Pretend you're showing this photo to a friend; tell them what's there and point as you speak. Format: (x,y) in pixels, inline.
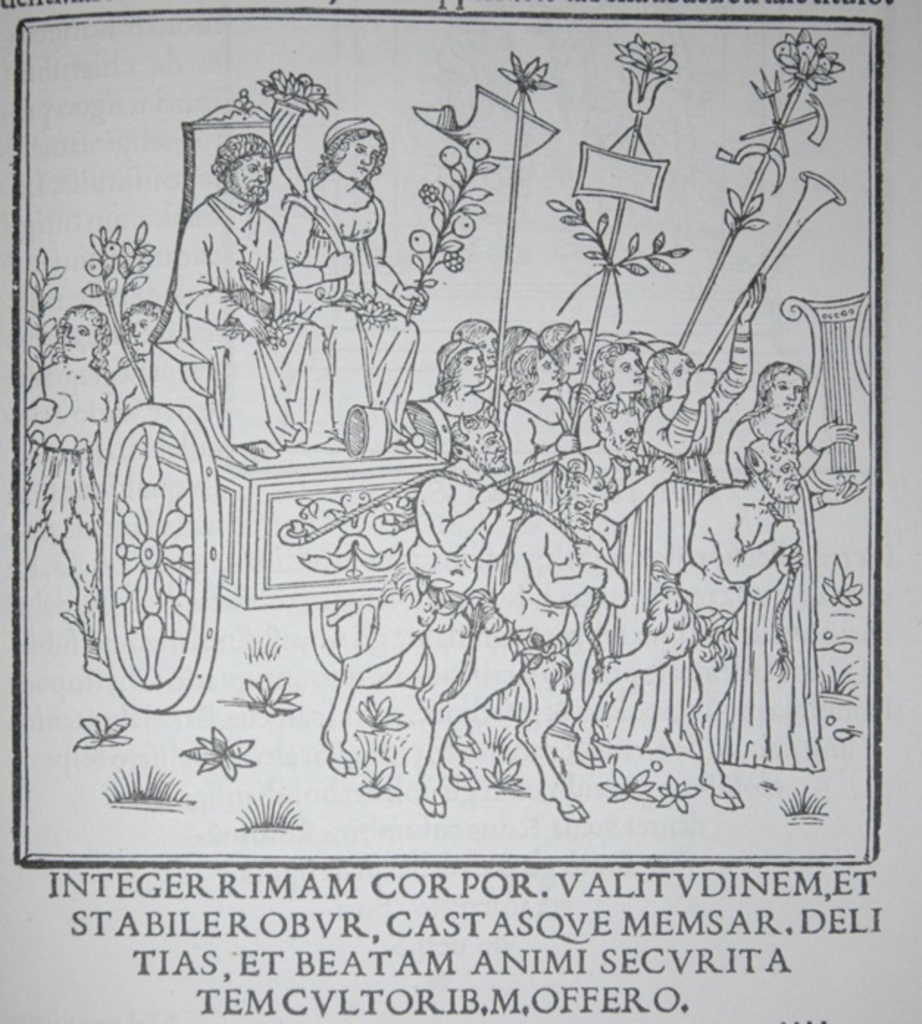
In this image I can see a white colored paper (123,219) and on it I can see a sketch (374,345) of few persons (432,551) carrying the cart (392,515) and on the cart (290,464) I can see few persons (315,253) sitting. I can see persons (471,364) are holding few plants (115,284), few metal poles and few musical instruments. I can see something is written to the bottom of the image (451,958).
